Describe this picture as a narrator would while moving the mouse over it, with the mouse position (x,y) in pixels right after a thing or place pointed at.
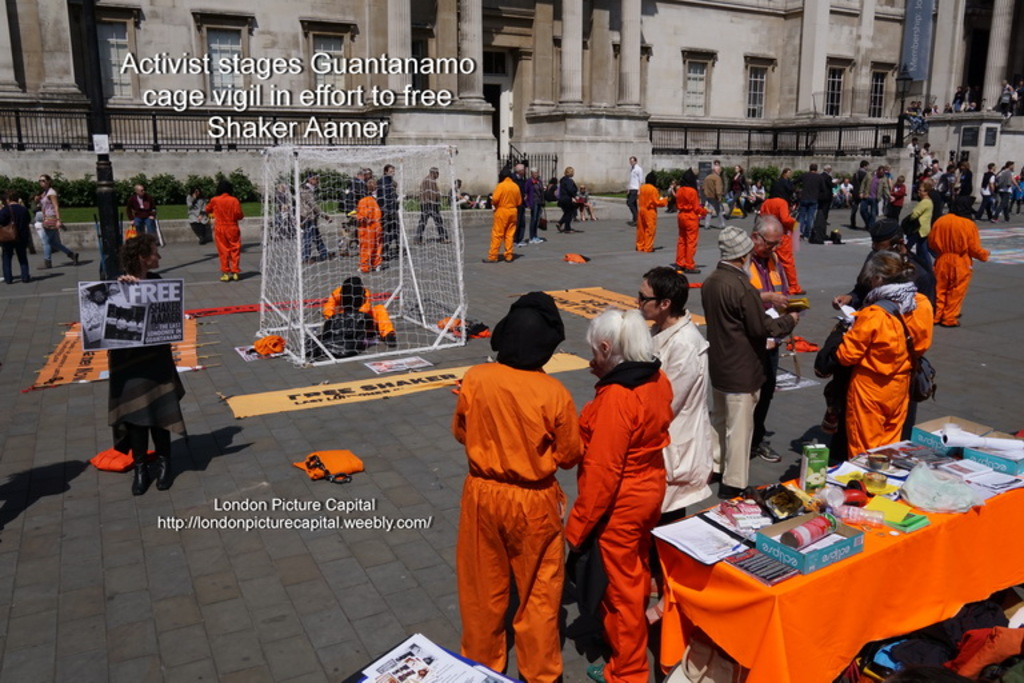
In this picture I can see a table (954,529) in front (982,531) on which there are number of things (816,493) and I see number of people (762,226) on the path (11,556) and in the middle of this picture (401,254) I see a net (284,242) and I see something is written on the path (503,297). In the background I see the buildings (793,5) and in front of the buildings (853,104) I see the plants (148,193) and I see the watermark (312,85) on the top of this picture (292,80) and bottom of this picture (195,507).
